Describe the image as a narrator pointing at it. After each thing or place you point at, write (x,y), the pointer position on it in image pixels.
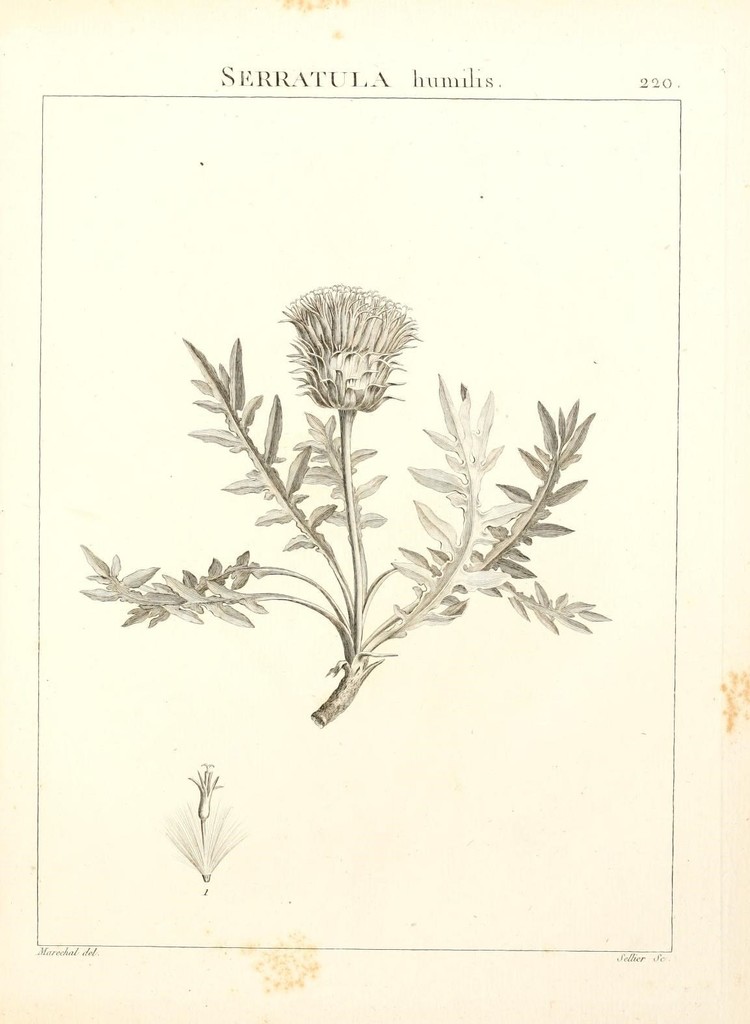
In this image in the center (320,468) there is drawing (449,576) of a plant (490,574), and at the top (279,79) and bottom of the image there is text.
